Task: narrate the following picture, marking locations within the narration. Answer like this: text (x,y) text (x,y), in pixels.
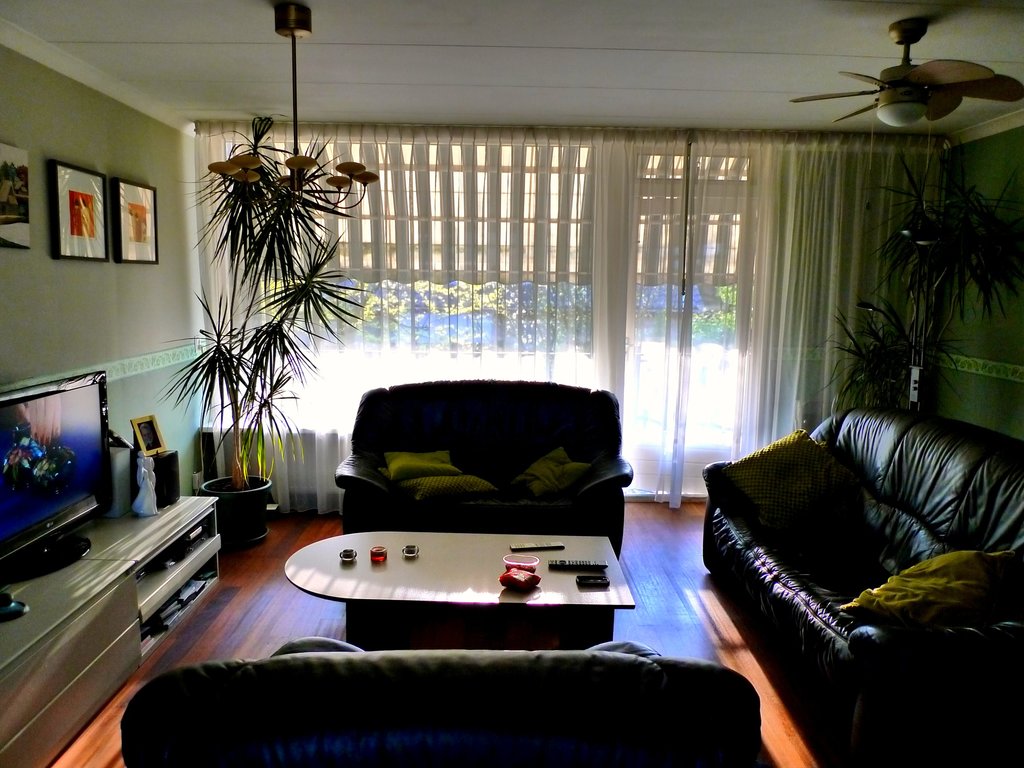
It is a closed room (401,558) in which there are three sofas (512,515) are present in centre of the room (537,660) and one table (500,588) in front of the sofa (521,657) and at the left corner of the picture (72,558) there is a tv (23,428) behind that there is a wall (147,331) with photos (154,211) on it and at the left corner (229,510) one plant (247,475) is present, behind that there is one big window (555,219) with white curtains (723,171) and at the right corner (956,249) another plant (967,255) is present and there is a fan (904,112) and light (258,162) hanged from the ceiling (350,73).
